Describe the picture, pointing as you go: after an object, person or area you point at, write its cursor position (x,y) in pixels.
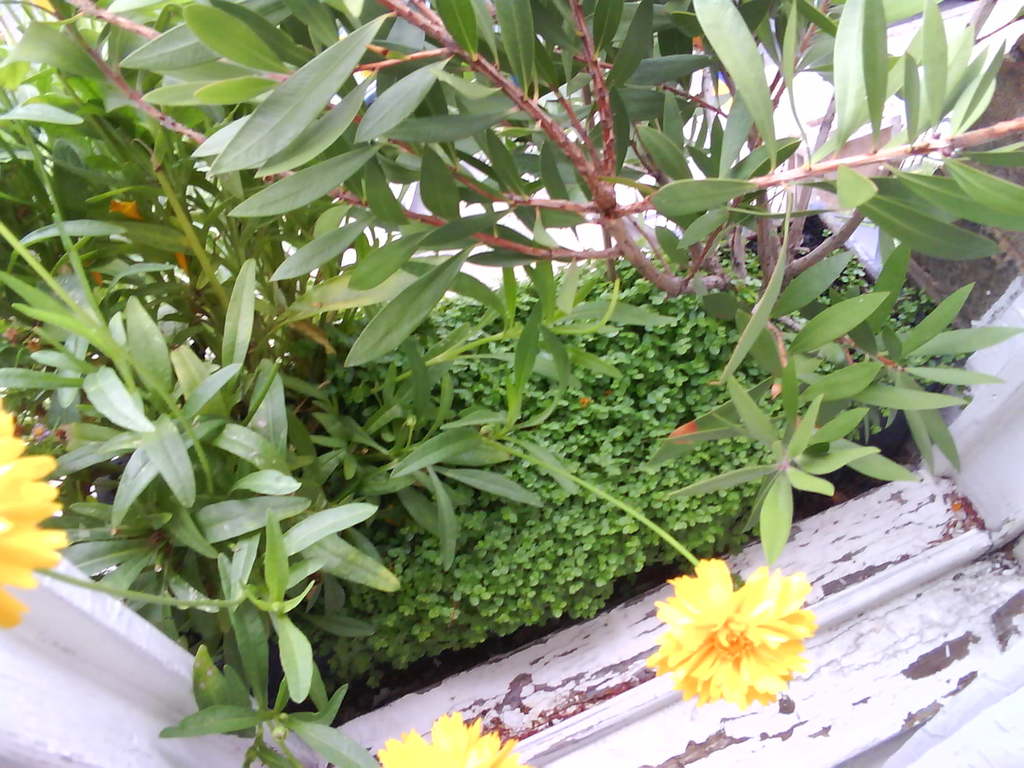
In this image we can see some plants (363,422) and yellow color flowers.
